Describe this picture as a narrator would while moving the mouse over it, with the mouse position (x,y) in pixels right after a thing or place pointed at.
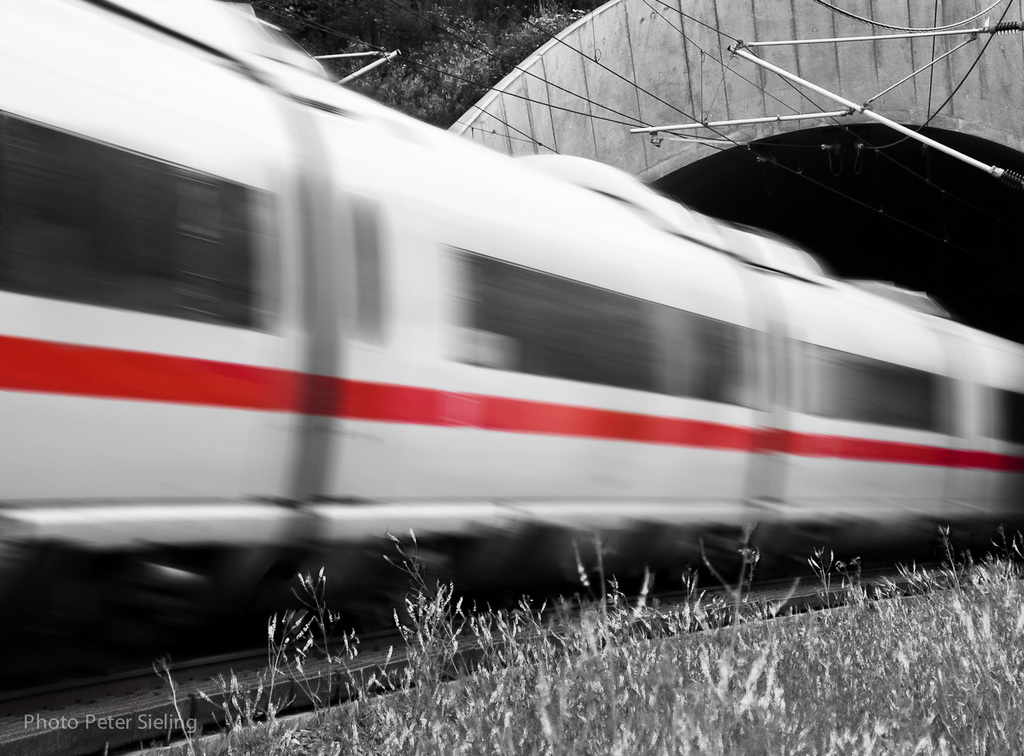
In the image I can see a train (589,498) on the train track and also I can see a roof (806,57), wires (839,13) and some plants (391,728).
